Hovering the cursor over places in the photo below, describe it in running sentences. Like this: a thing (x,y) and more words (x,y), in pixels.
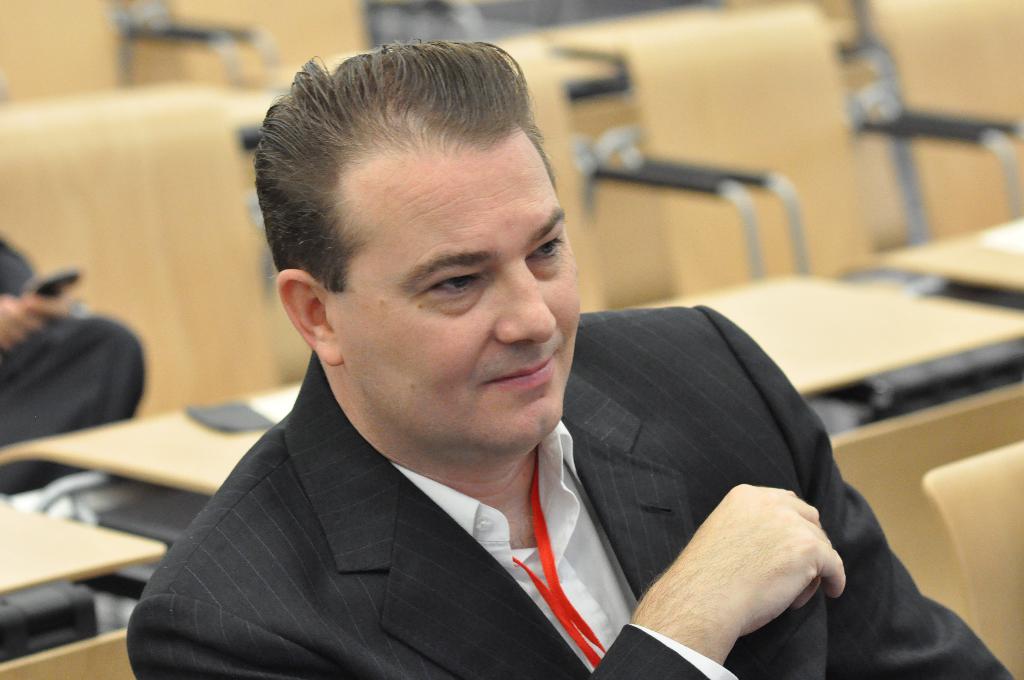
In this image we can see a man (565,490). In the back (869,275) there are tables (223,439) and chairs (187,264). And also there is another person (69,367) on the left side (61,383).
